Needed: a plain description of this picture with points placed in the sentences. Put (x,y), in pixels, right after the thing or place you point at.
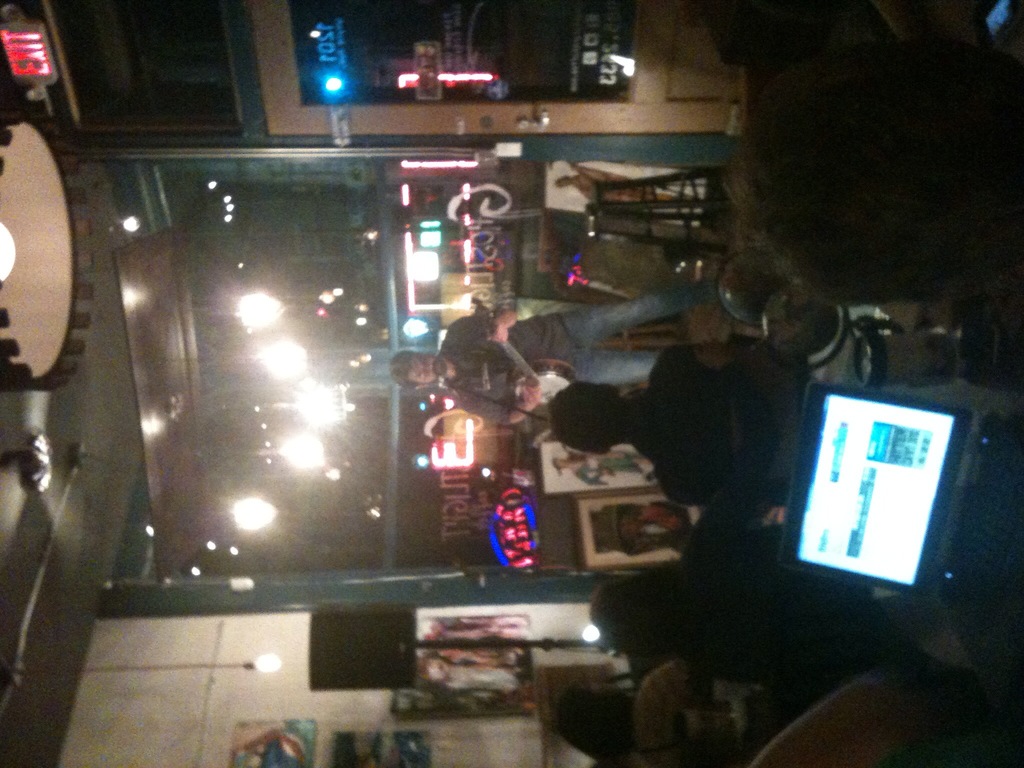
In this picture I can observe some people (505,385) in the middle of the picture (514,406). On the right side (868,496) I can observe a computer (862,464). On the left side (285,455) there are some lights (253,518). In the bottom of the picture (316,721) I can observe a wall (258,699) and a speaker (338,660).
